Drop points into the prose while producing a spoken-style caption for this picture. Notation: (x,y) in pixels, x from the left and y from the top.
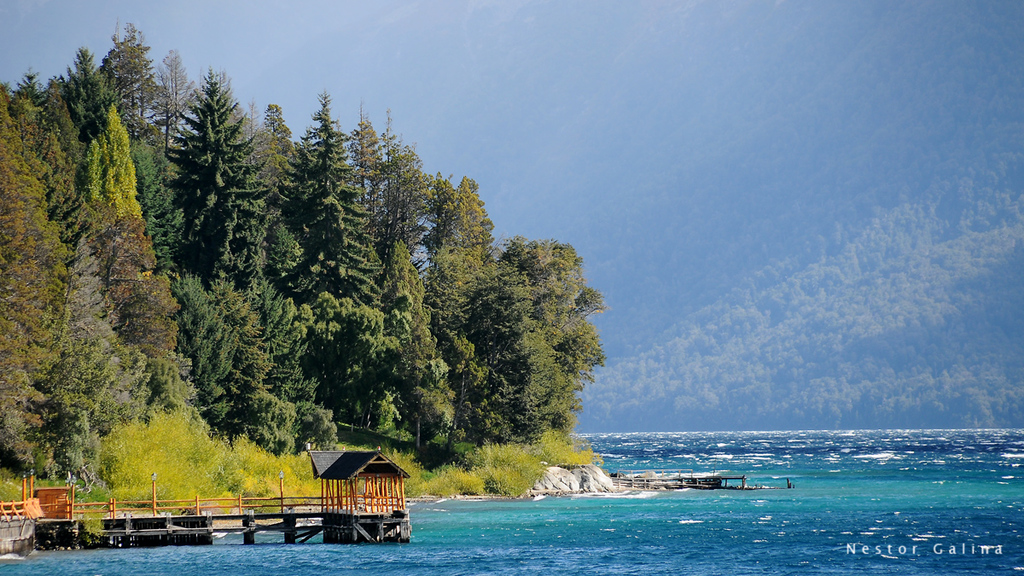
In this image we can see the water (469,502). Beside the water (440,519) we can see a bridge (317,505), rocks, a group of trees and plants (513,482). Behind the water (926,553), there are group of trees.
